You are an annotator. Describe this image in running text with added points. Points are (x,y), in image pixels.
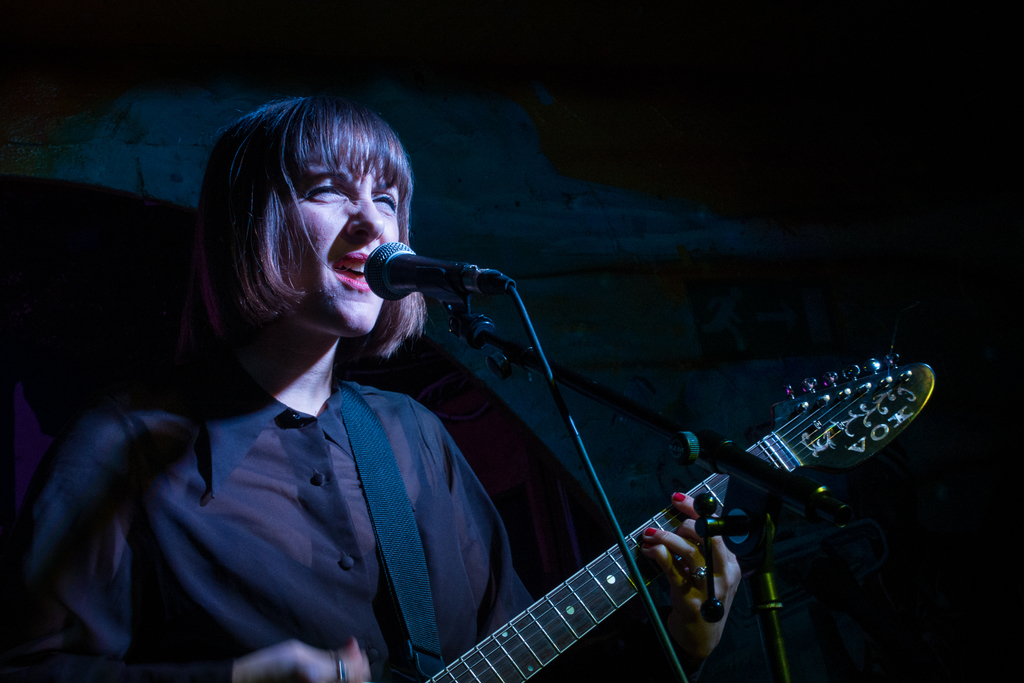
A girl (319,434) is playing guitar (556,615), this is microphone (395,291).
